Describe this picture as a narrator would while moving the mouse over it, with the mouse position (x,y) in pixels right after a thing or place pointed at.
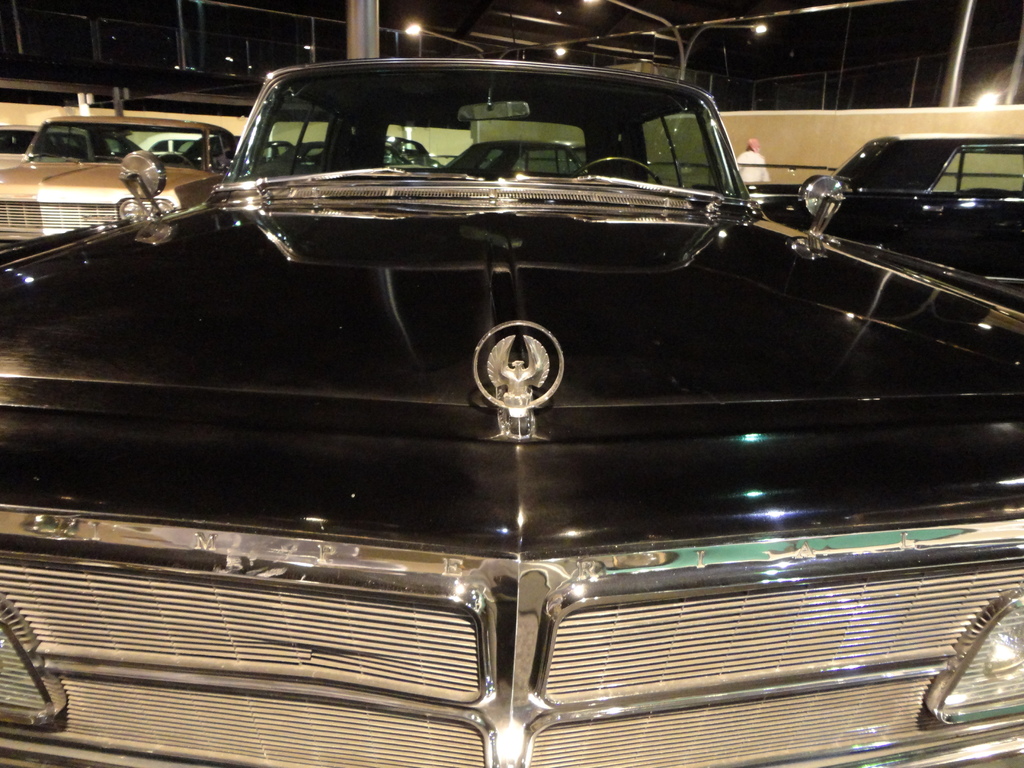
In this picture we can see cars (80,488), wall (423,132) and a person (743,170) standing and in the background (299,44) we can see the lights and rods (355,38).
